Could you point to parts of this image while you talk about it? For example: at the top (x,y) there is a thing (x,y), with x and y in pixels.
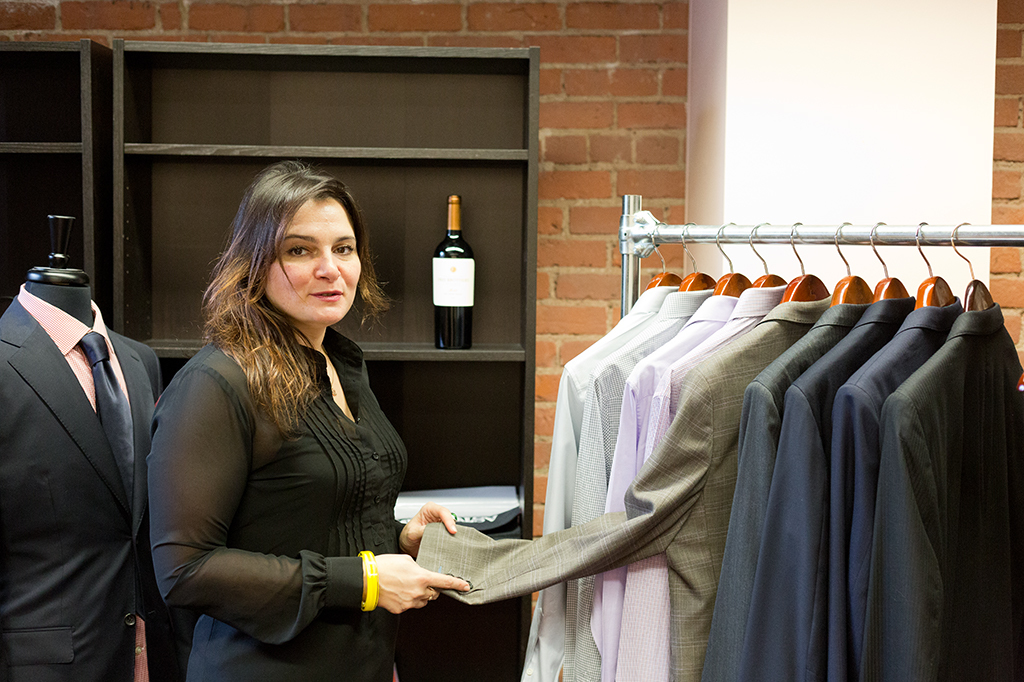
There is a woman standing and holding a cloth (543,544), in front of her we can see clothes (801,312) hanging on stand (755,238), behind her we can see mannequin (57,371) with clothes (76,364). In the background (454,289) we can see bottle (437,293) and object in racks (386,209). We can see wall (750,91).
